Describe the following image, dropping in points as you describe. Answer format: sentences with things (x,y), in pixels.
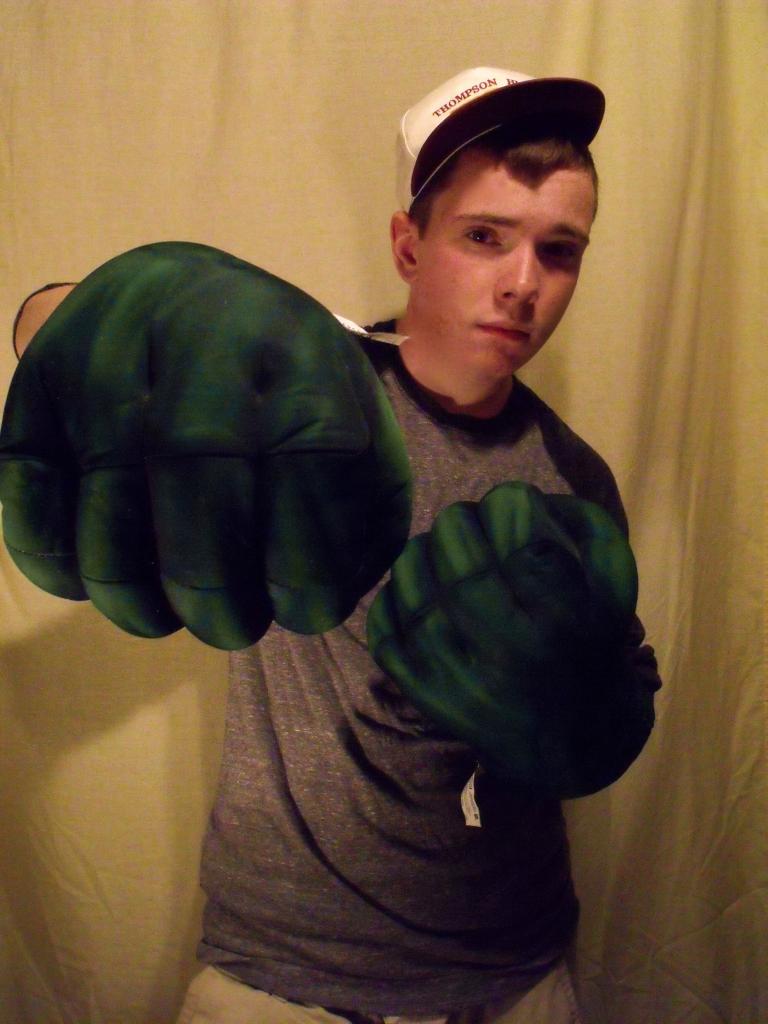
In this image there is a men (315,906) standing and wearing a cap (447,146) and gloves (399,527) to his hand (447,601), in the background (399,2) there is a curtain (49,63).
